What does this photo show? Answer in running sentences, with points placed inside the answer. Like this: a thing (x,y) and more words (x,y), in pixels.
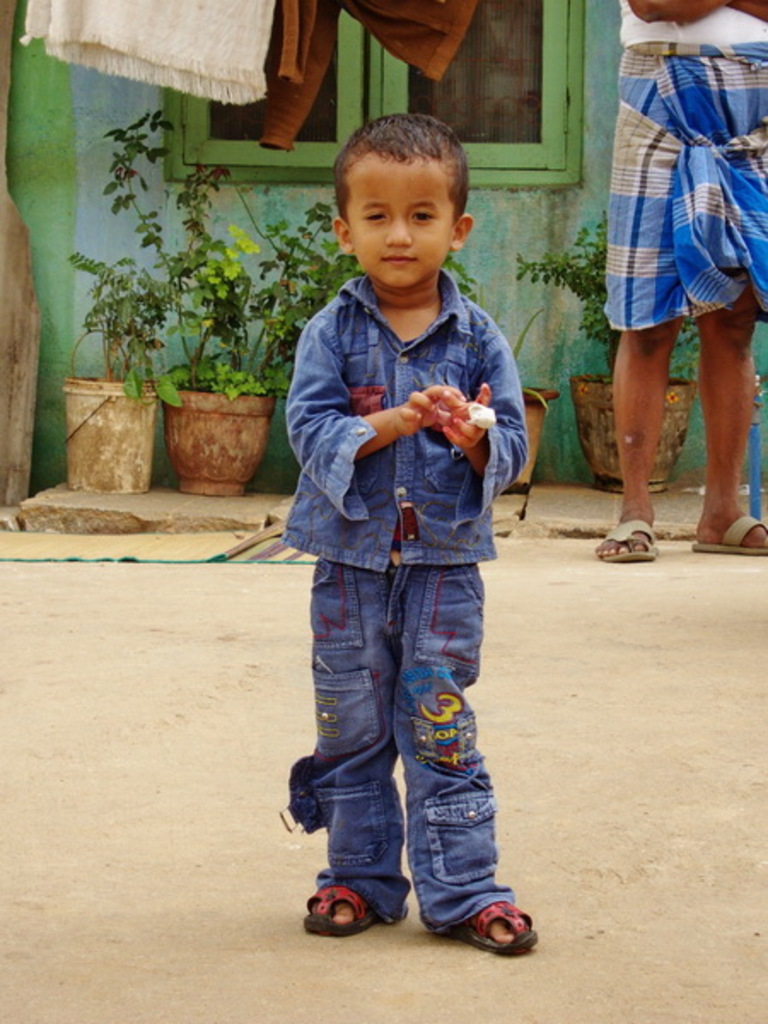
In this image in the foreground (397,434) there is one boy (386,578) standing, and in the background (633,373) there is another person (633,279), flower pots (607,392), plants (87,326), window (444,112), wall (230,201) and some clothes (245,76). At the bottom (664,710) there is walkway (530,755) and there is one mat (178,556).
